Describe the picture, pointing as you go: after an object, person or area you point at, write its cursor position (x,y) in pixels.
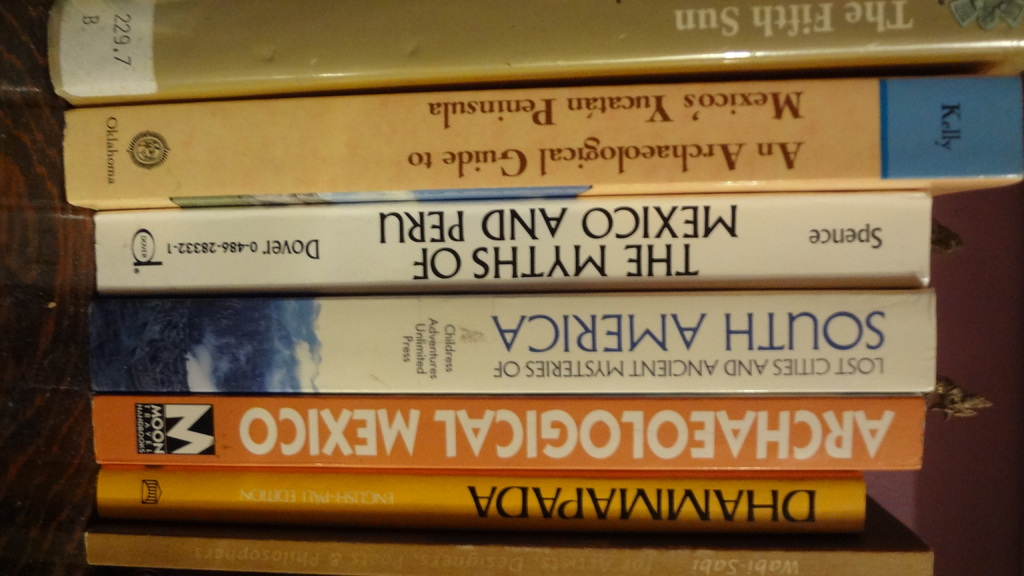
In this picture we can see books (364,355), here we can see a wooden object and a wall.
